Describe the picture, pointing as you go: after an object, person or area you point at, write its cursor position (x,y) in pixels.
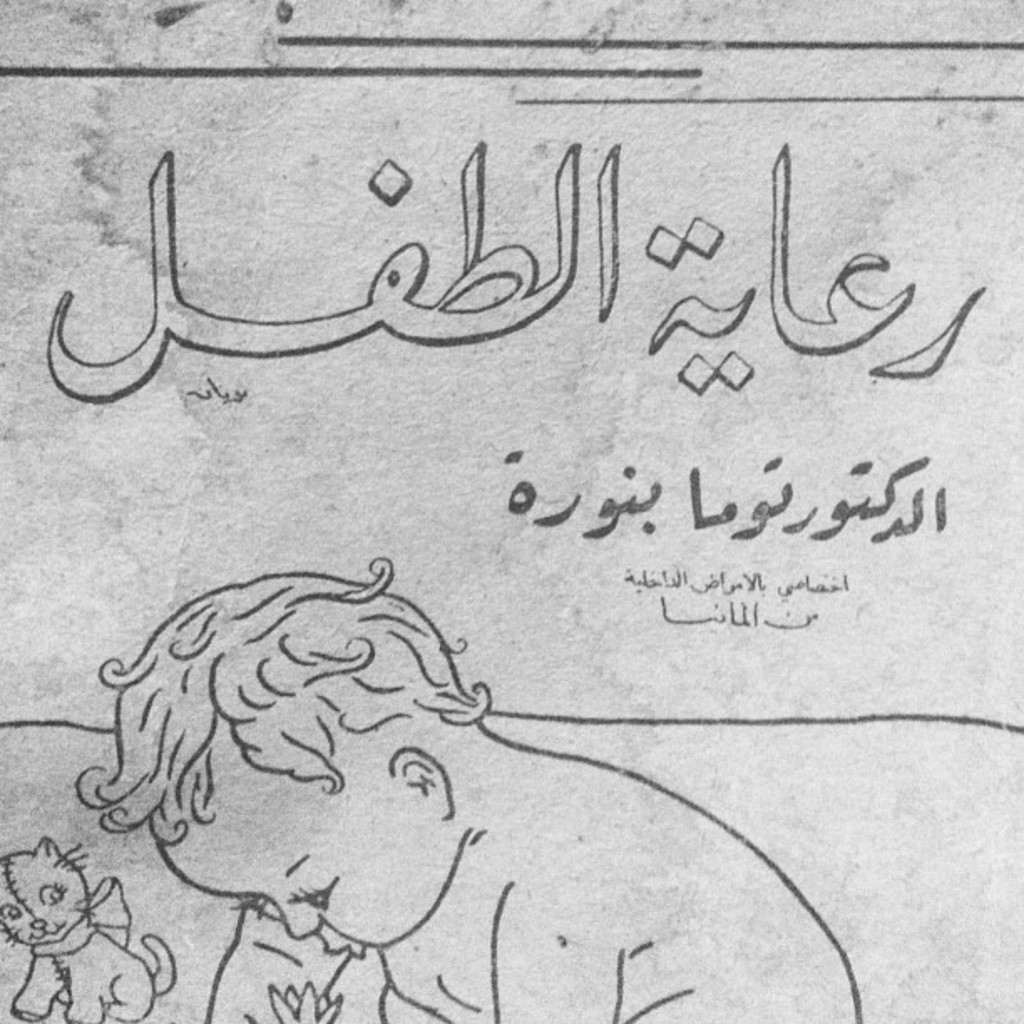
In this image, this looks like a pencil art of a small boy (488,964) and a cat (171,980). These are the letters (858,308) in an Arabic language.
